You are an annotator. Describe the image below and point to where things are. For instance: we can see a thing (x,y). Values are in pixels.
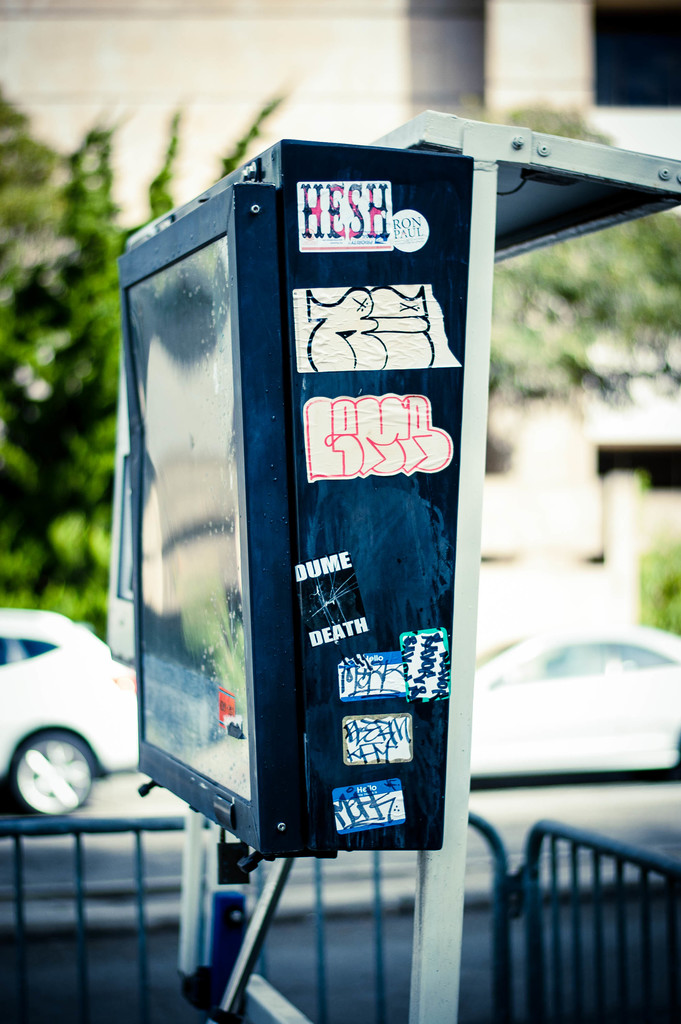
Here we can see a box (265,799), fence (378,1014), and cars (658,749) on the road (130,782). In the background (626,407) there are trees (498,357) and a building (272,66).
